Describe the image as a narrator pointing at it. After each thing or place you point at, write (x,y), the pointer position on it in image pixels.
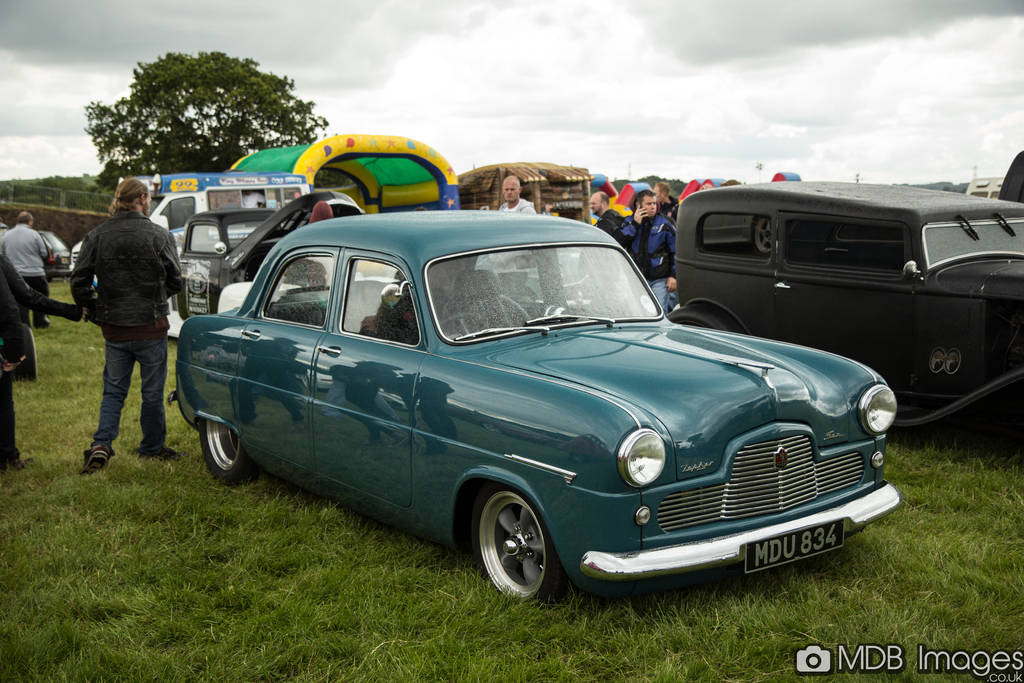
In this image I can see the vehicles (582,419) on the grass (396,583). To the side of these vehicles (380,303) I can see few people (126,279) with different color dresses (86,278). In the background (94,128) I can see trees (94,128), clouds (68,118) and the sky (697,83).
